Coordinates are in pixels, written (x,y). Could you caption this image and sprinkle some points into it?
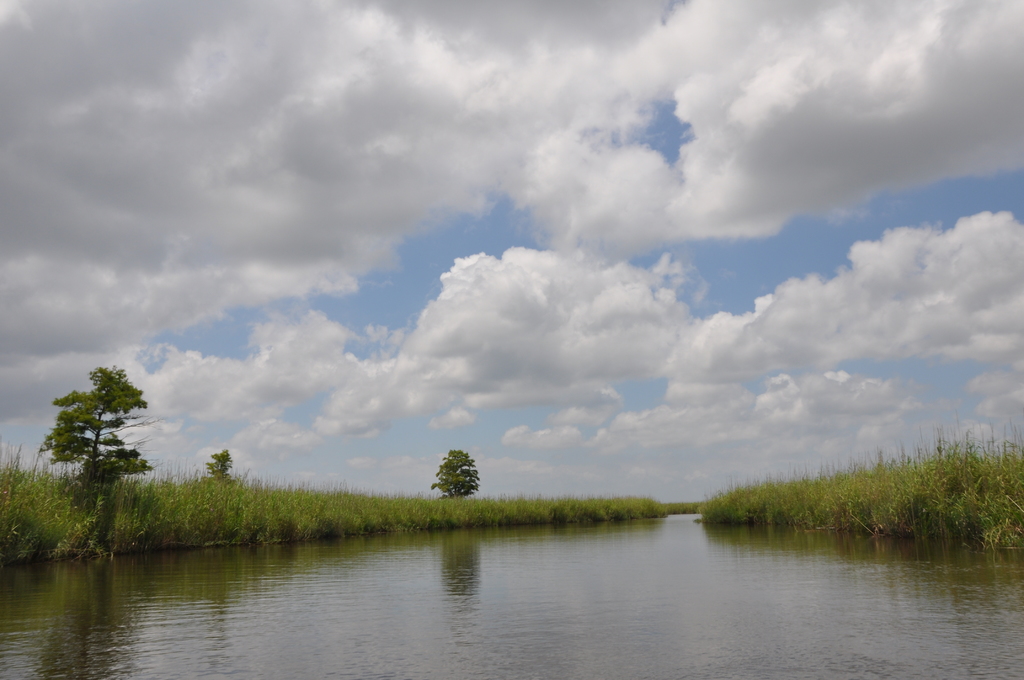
In this image there is a water body (635,597). there are plants (936,491) and trees (57,454) on either sides of the water body (677,520). The sky (504,308) is cloudy.
